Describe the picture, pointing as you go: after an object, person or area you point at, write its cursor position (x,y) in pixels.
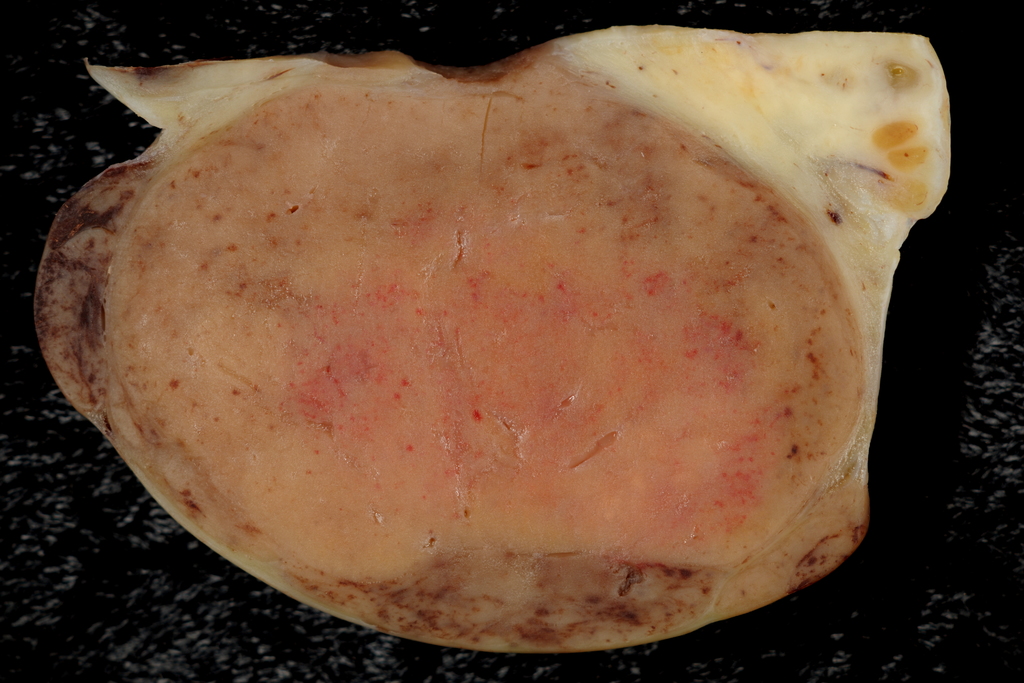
In this picture I can observe tissue (530,352). The tissue (479,328) is placed on the black color surface (123,539).
